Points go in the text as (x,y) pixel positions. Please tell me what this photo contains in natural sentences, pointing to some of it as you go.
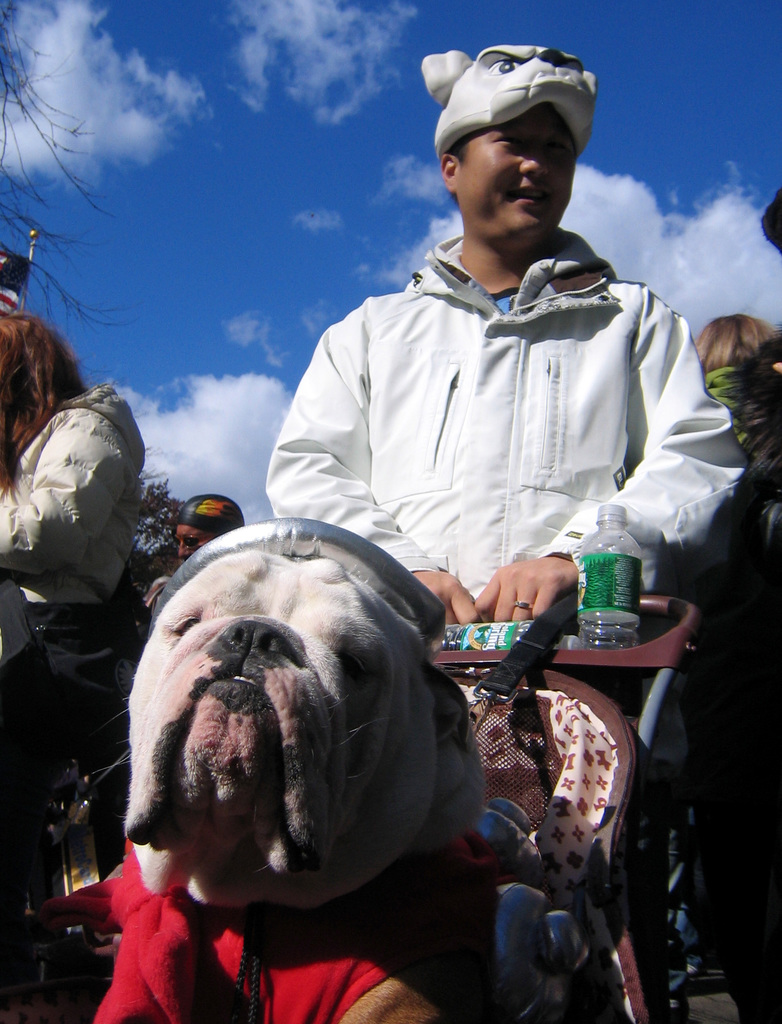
A dog (335,816) is sitting on the stroller (534,726). On the stroller (548,641) there is a bottle (585,598) and some other items (505,634). It is hold by a person (496,351). He is wearing a cap (481,77). In the background (217,218) there is sky (232,219) and some people (184,513) are there.
